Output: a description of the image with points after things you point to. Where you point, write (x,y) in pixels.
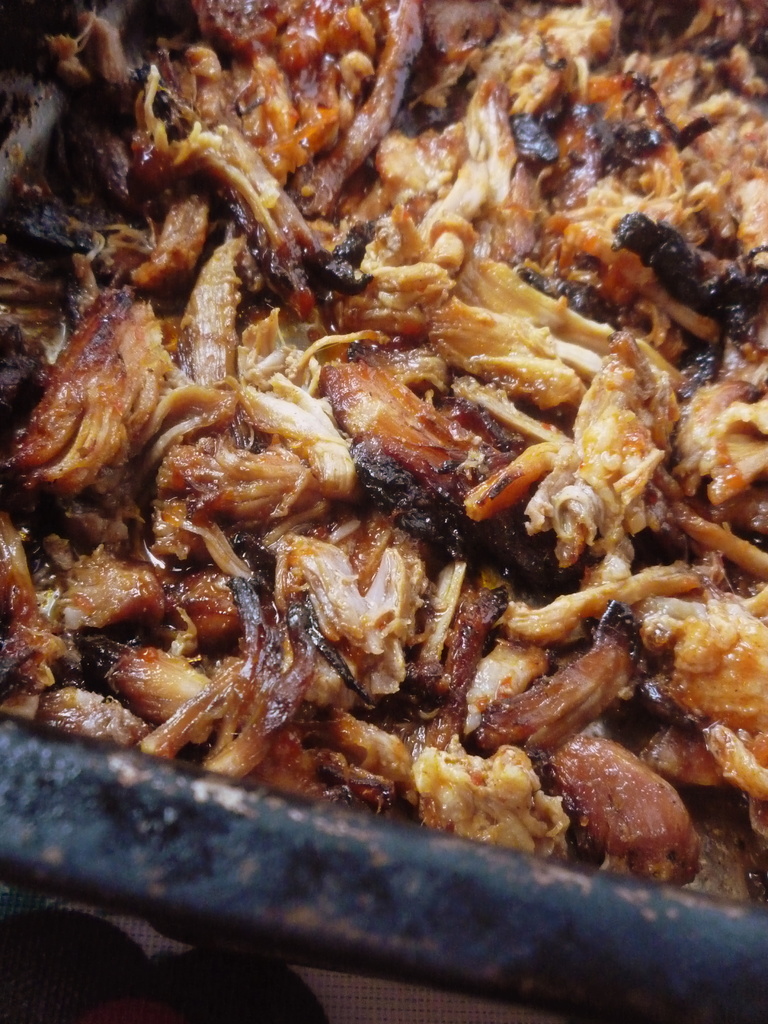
In this image we can see some food item (343,377) in an object (312,815), which looks a pan (351,818).
